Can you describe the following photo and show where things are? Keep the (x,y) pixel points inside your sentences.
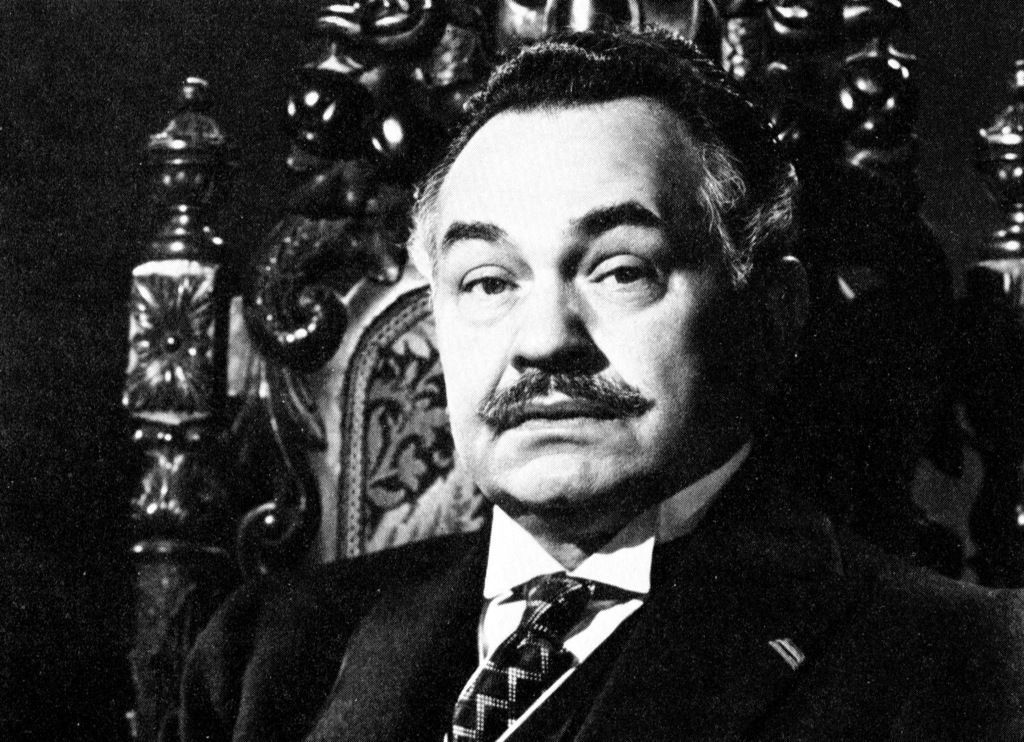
In this picture there is a man (558,482) who is wearing suit (817,655). He is sitting on the wooden chair (345,408). In the top right corner (951,132) there is a wall (928,150). On the left (33,237) we can see the darkness (37,246).
